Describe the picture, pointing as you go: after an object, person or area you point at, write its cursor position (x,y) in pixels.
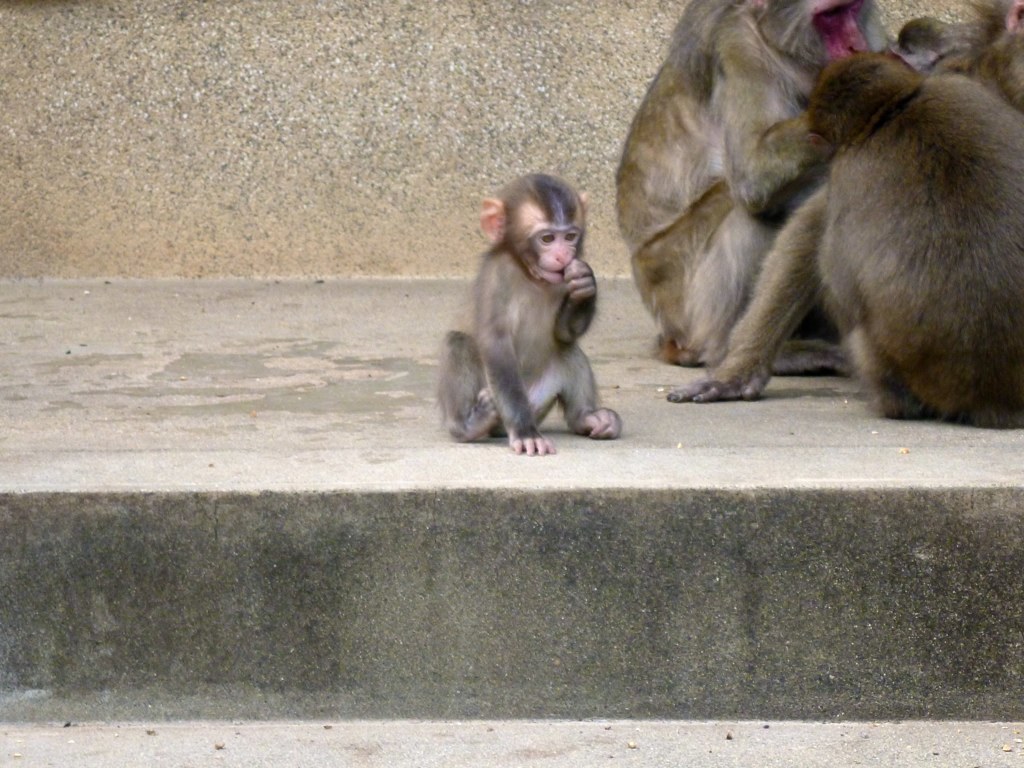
At the bottom of the picture (171,728), we see the pavement (966,731). In the middle (512,319), we see a monkey (555,324). In the right top (845,21), we see the monkeys (1004,155) and these monkeys (857,176) might be sitting on the staircase (702,697). In the background (271,105), we see a wall (298,207).
